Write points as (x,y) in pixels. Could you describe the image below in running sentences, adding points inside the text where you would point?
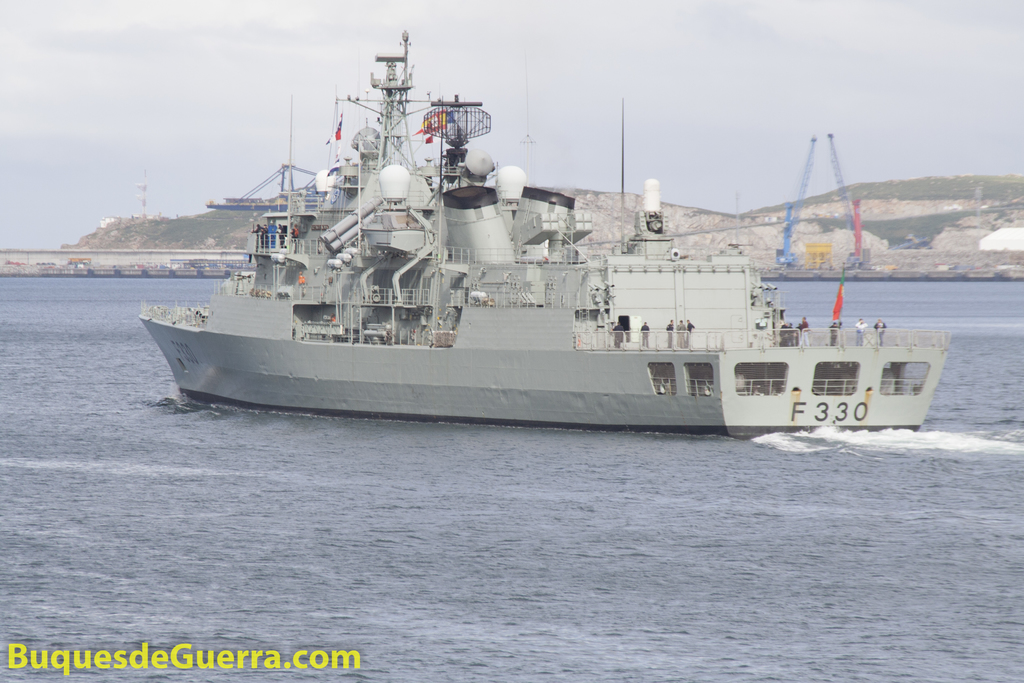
In this image we can see a group of people (619,333) standing on a boat (424,295) placed in the water (650,442) containing flags (437,122), poles (442,134), metal barricades (912,346). In the background (962,218), we can see two cranes (860,241), mountains (916,214) and the sky (452,75). At the bottom of the image (248,652) we can see some text (182,652).
